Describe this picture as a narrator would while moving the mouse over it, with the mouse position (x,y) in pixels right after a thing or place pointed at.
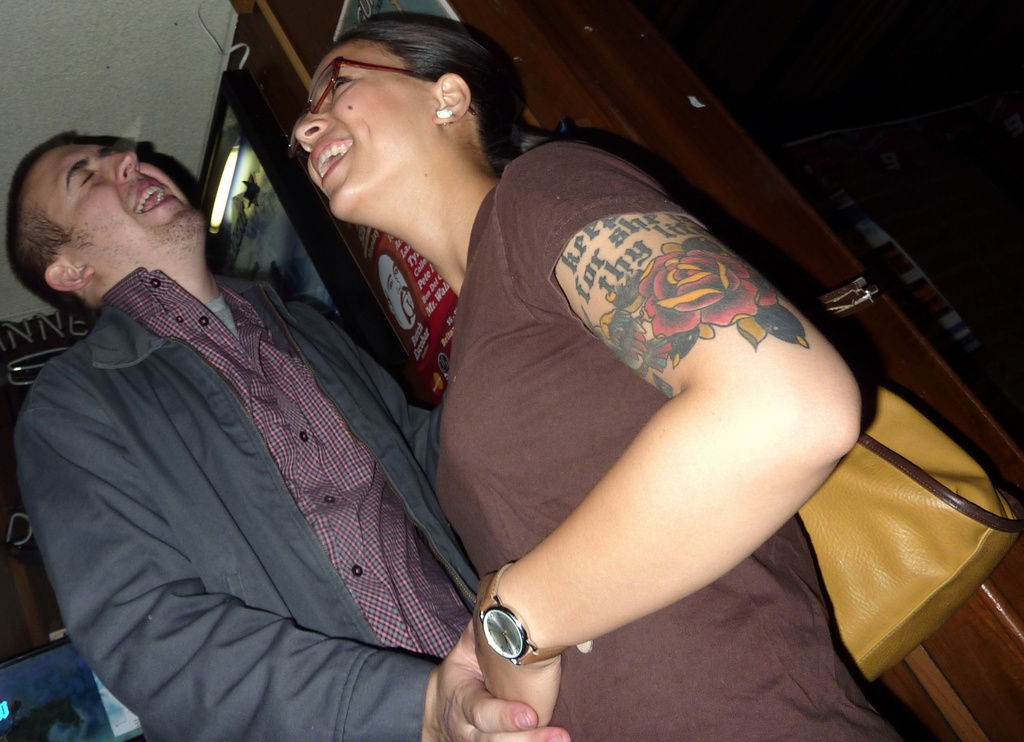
In this image I can see a two persons (113,198) standing and a woman (562,413) is wearing brown color bag (899,546). Man (194,433) is wearing coat (123,435). They are smiling. Back I can see cupboard (498,39) and some objects (382,246).
